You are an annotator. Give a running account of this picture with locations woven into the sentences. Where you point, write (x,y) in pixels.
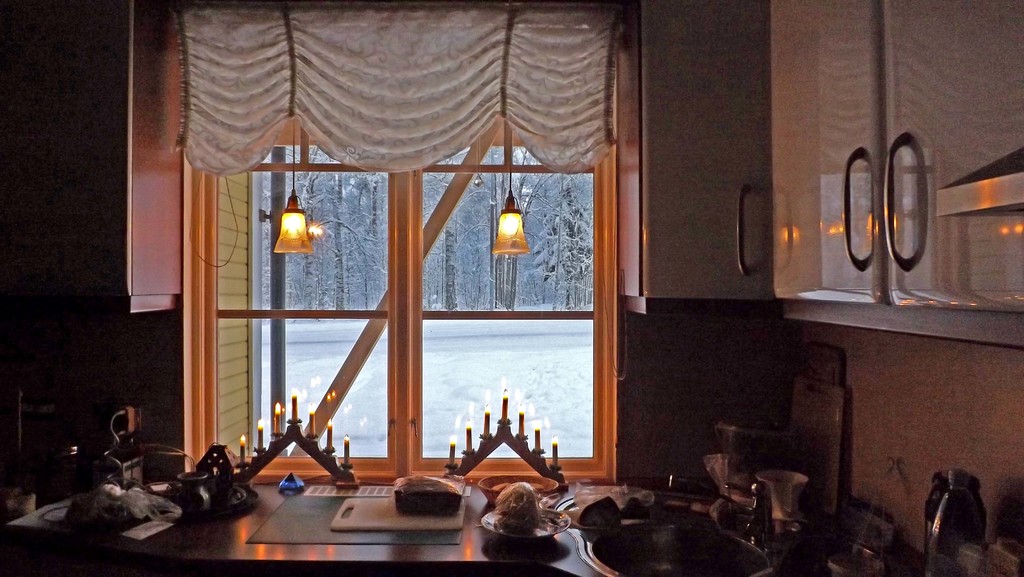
This is an inside picture of a room (665,371), in this image we can see a table (424,558), on the table (425,555), we can see the bowls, candles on the stands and some other objects (729,493), also we can see the lights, curtain (562,161) and a window (616,237), through the window (356,388), we can see some trees (426,272) and the snow (424,372).
